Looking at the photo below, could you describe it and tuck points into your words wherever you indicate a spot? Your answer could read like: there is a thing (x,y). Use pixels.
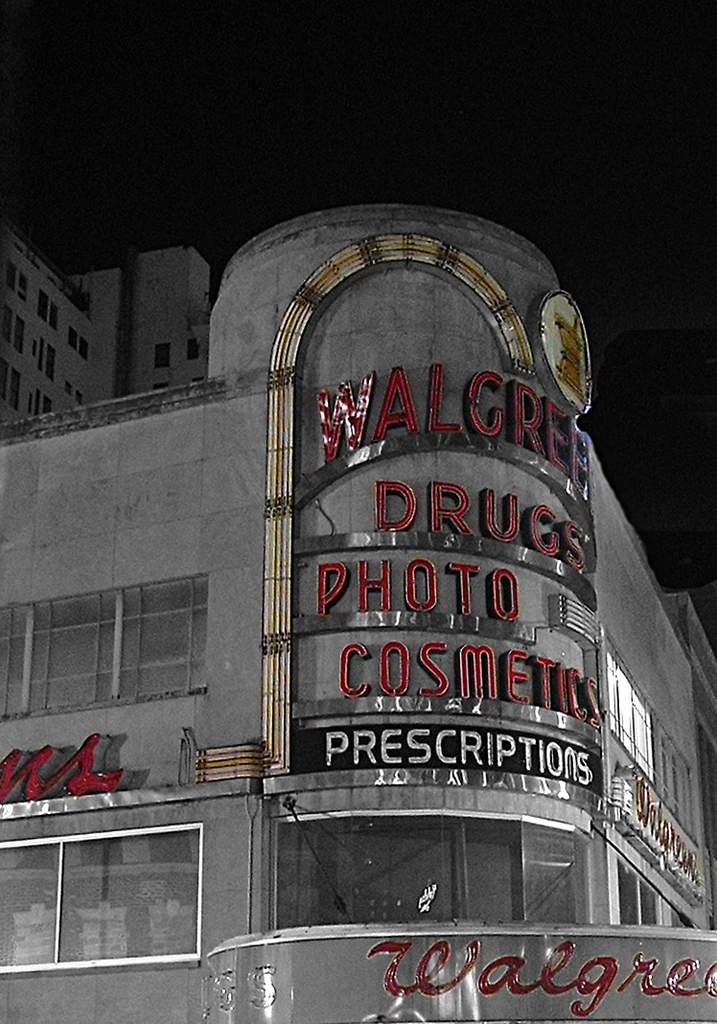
In front of the picture, we see a building (214,670) in grey color. We see the boards (447,739) in black and text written in red color. It has windows (187,839). In the background (155,375), we see a building (104,306) in white color. At the top (269,129), it is black in color. This picture is clicked in the dark.
